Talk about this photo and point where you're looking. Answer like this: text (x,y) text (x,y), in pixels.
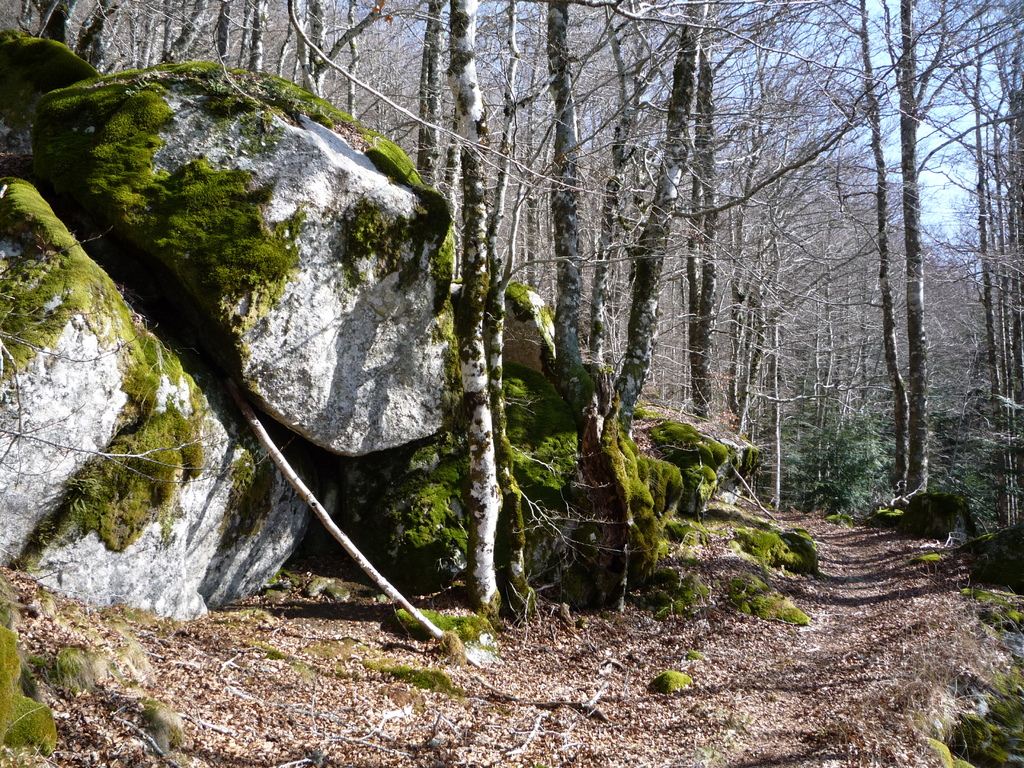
This image is taken outdoors. At the bottom of the image (490,703) there is a ground (676,725) with grass (933,683) and many dry leaves (183,664) on it. At the top of the image (881,43) there is the sky (872,27) with clouds (930,185). In the background (550,153) there are many trees (853,445) and plants (936,406) with stems (439,75), branches (671,182) and leaves (936,440). On the left side of the image (106,442) there are a few rocks (17,479) and there is an algae (30,61) on the rocks (233,435).
